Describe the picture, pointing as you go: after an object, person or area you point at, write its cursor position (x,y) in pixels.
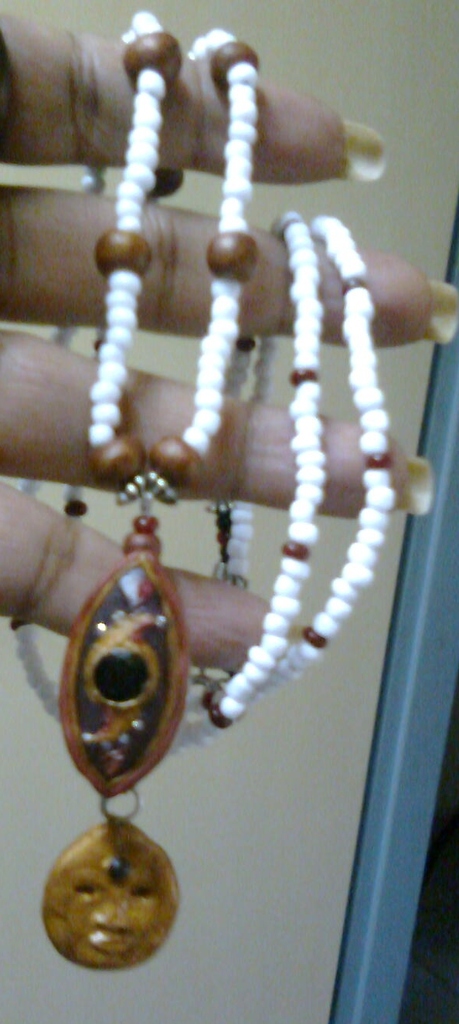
In this image we can see a person's hand (146,411) holding a chain (143,138).
